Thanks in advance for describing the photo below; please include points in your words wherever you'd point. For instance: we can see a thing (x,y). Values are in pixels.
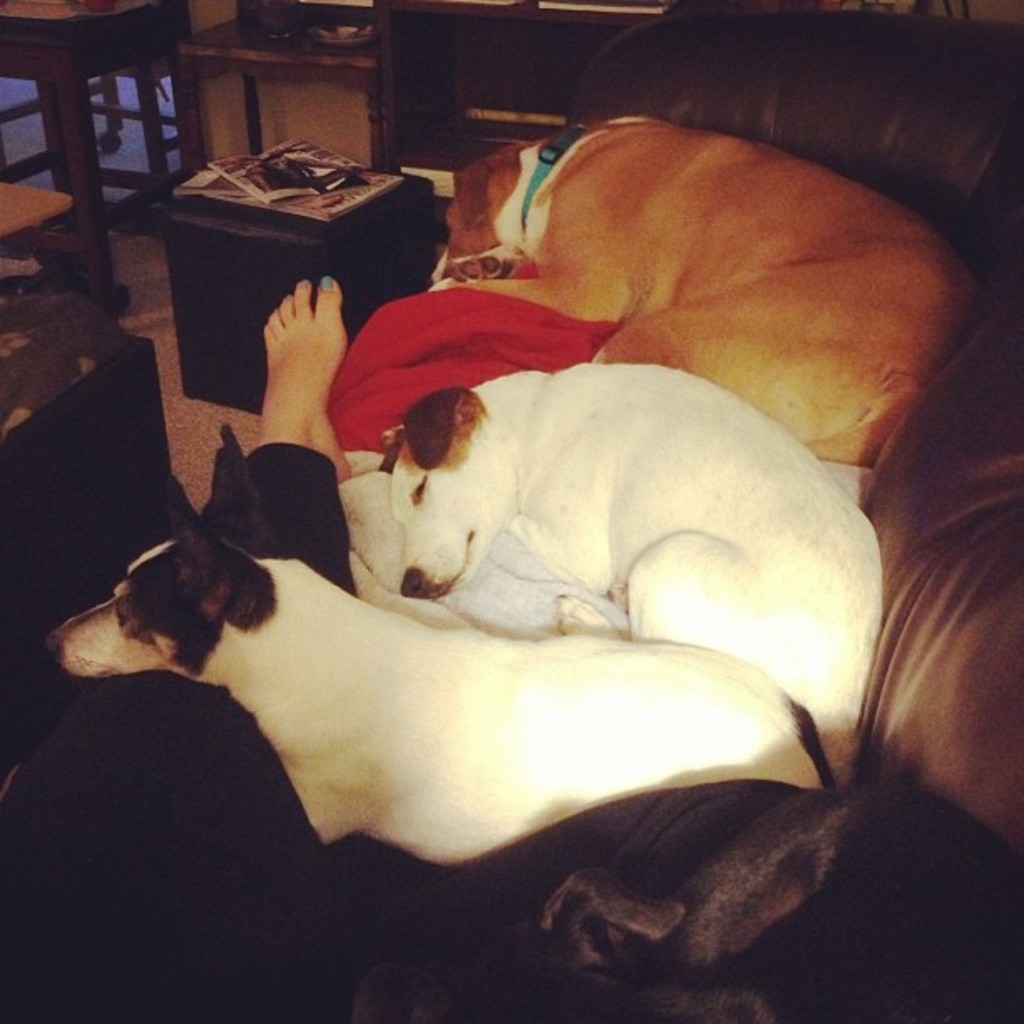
In this picture we can see dogs (484,818) lying, person leg (268,472), clothes (489,569) on a sofa (832,46) and beside this sofa (733,88) we can see books (280,188), tables (301,41) and some objects (124,458) on the floor (164,316).
